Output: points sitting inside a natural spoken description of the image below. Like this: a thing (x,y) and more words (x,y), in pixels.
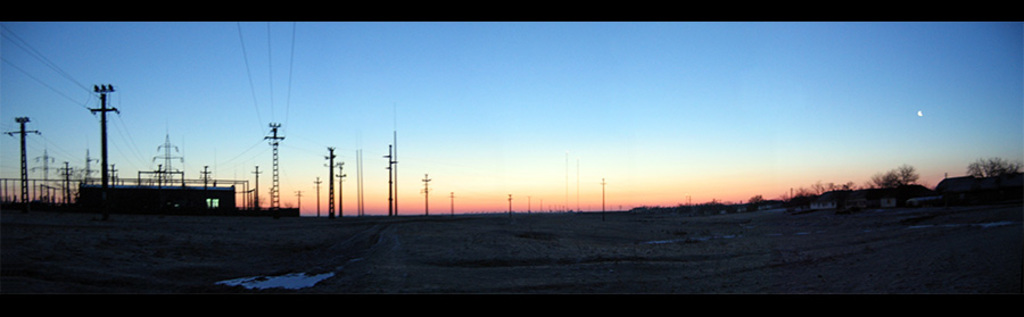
This image is clicked outside. There are trees (684,205) on the right side (793,194). There are some electric poles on the left side (20,145). There is sky (563,125) at the top (336,86).
